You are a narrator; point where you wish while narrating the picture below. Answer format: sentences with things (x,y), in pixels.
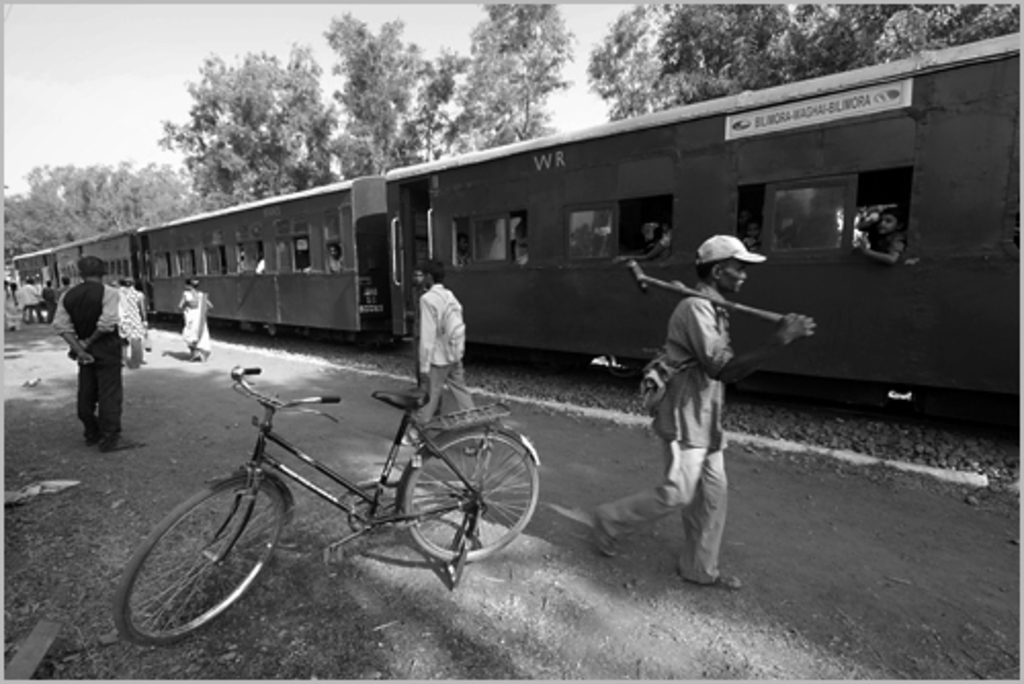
In this image we can a train (608,194) and a person (892,250) sitting in it. There are many trees (305,129) in the image. We can see a group of people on the left most of the image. A person (686,464) is moving towards the right side of the image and carrying some object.
